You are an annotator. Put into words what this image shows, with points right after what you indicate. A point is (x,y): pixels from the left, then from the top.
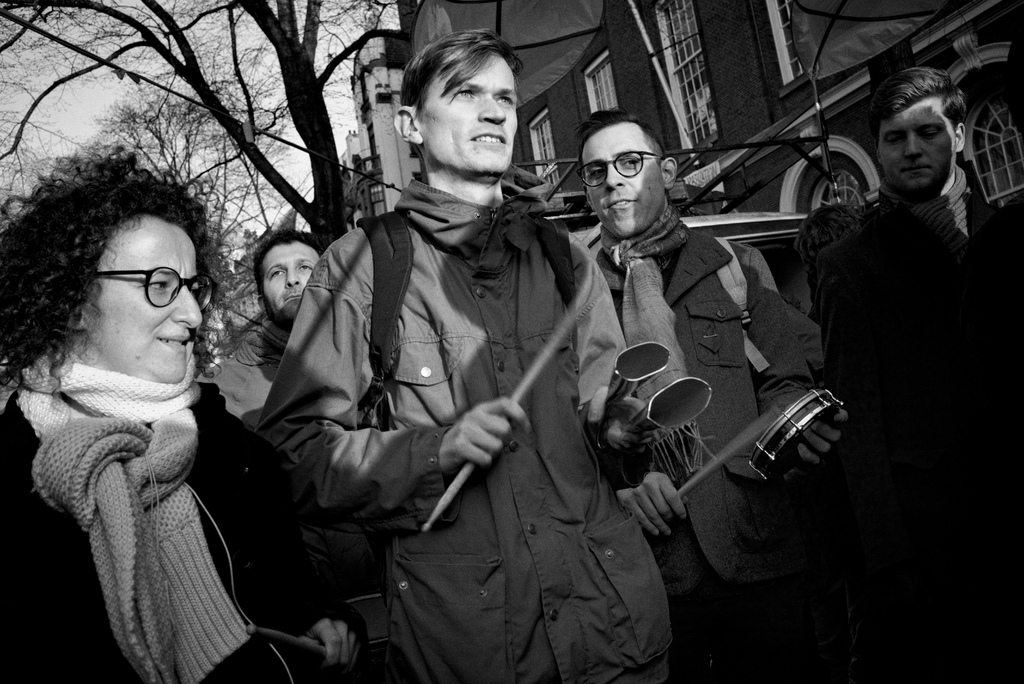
This is a black and white image. In this image we can see few people (474,324). One person (673,260) is wearing specs (610,162) and holding a stick (694,474) and musical instrument (750,460). Another person (423,374) is wearing a bag (387,266) and holding a stick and musical instrument (621,386). In the back (556,98) there is a building (613,95) with windows (976,126). Also there are trees (167,142). In the background (58,72) there is sky (270,102).
